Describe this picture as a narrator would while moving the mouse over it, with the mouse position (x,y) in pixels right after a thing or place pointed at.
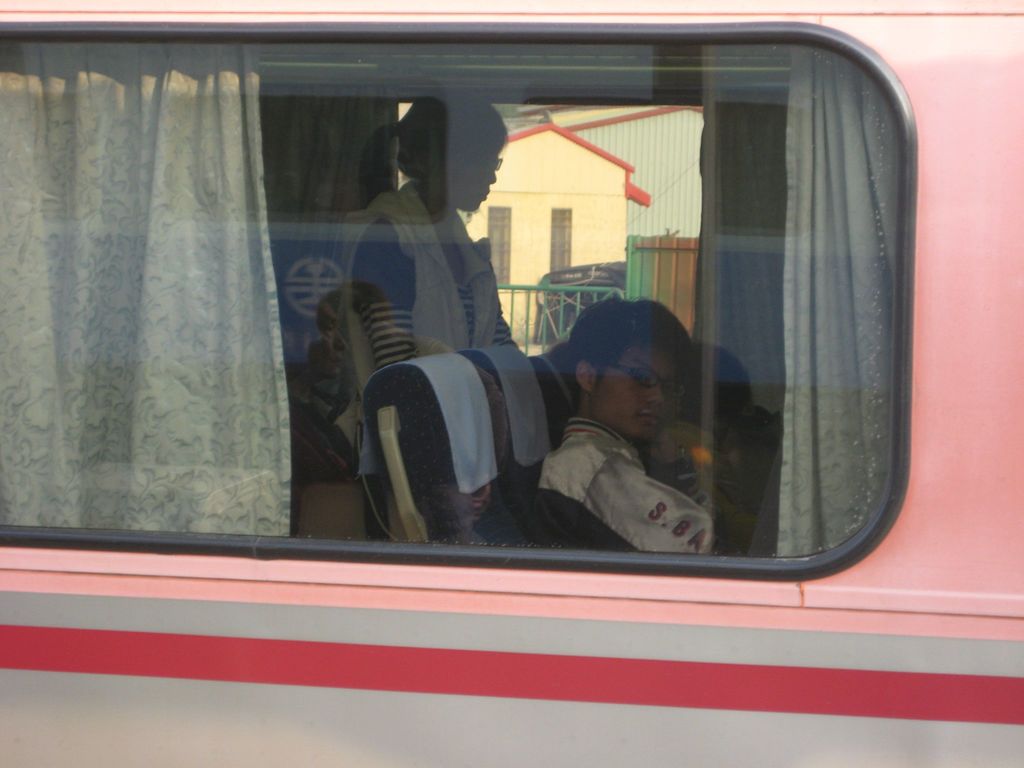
In the image there is a bus (895,464) with few people (642,444) sitting and standing inside it and behind the bus (810,252) there is a building (581,215) visible.
